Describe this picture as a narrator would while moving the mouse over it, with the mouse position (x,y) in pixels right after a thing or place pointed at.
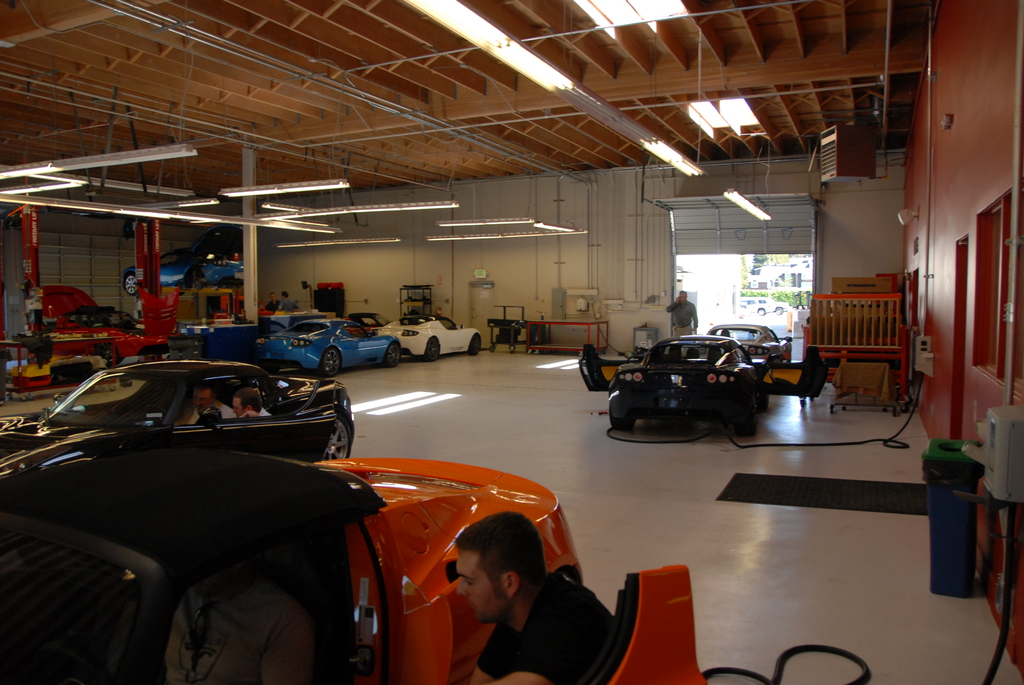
In the picture we can see a garage (563,187) of a vehicle (107,322) and in it we can see cars (665,385) are placed and some person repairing a car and to the ceiling (36,154) we can see lights (698,169) and near the entrance (779,293) we can see a person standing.
